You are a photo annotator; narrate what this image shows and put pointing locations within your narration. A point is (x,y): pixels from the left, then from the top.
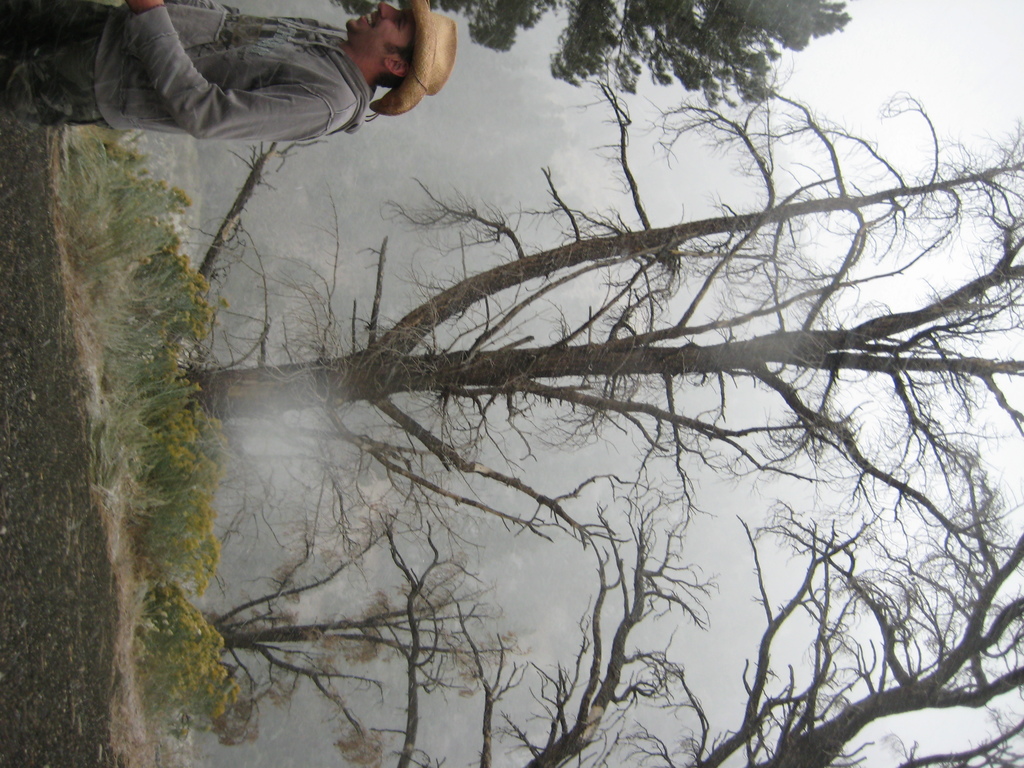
In this image we can see there is the person (272,53) standing and at the back (151,345) there are plants (177,429) with flowers (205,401), trees (608,375) and the sky (899,50).
